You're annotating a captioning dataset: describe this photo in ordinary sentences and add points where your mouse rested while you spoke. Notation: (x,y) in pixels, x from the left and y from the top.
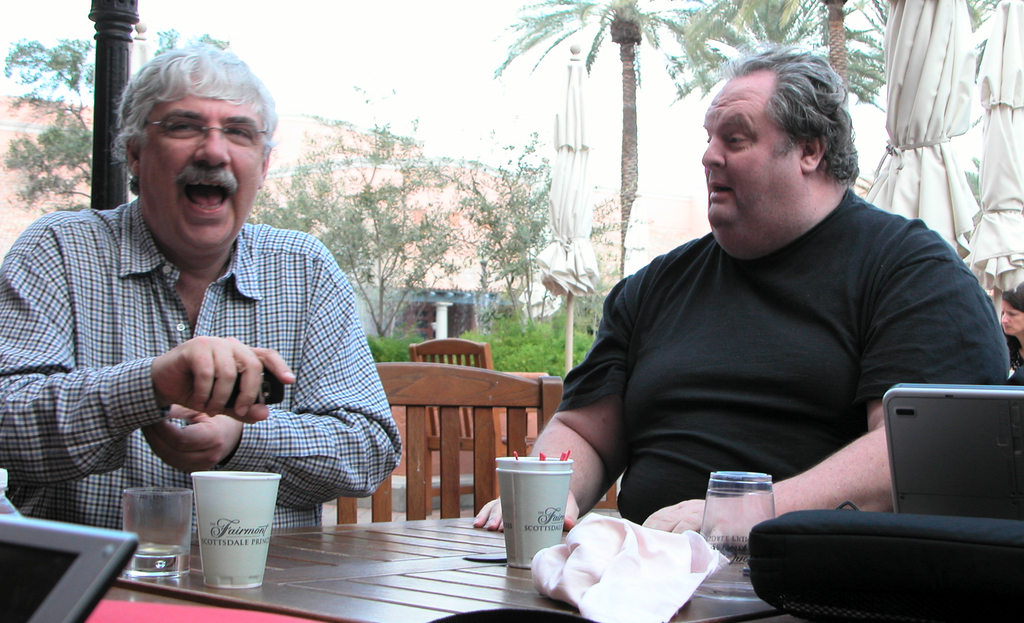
This image is clicked outside. There are trees (831,57) on the top (842,47) and there are tables (392,539) in the bottom (393,559). On the table (195,554) there are glasses (155,548), cups (218,547), laptops (938,441), napkins (651,544). There are chairs (467,403) near the tables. Two people (724,424) are sitting on chairs (454,474), one is on the right side (798,289) other one is on the left side (126,318).
